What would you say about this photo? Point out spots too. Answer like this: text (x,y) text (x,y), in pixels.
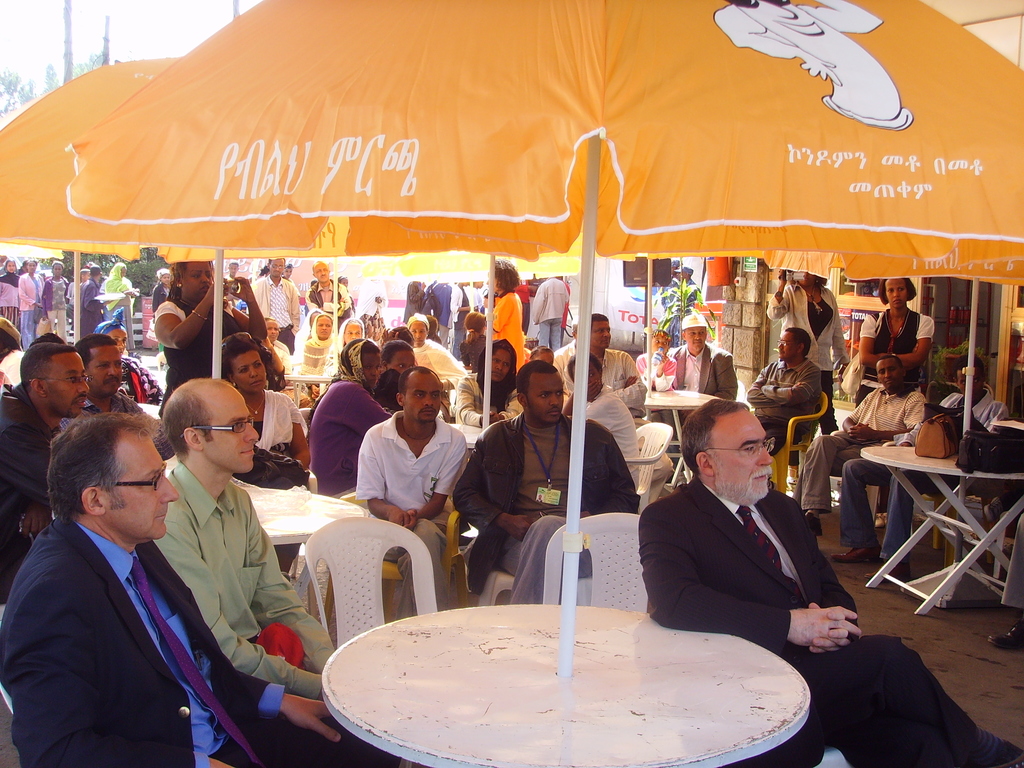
There are group of persons (702,558) sitting over here under the yellow color umbrella (481,114).
